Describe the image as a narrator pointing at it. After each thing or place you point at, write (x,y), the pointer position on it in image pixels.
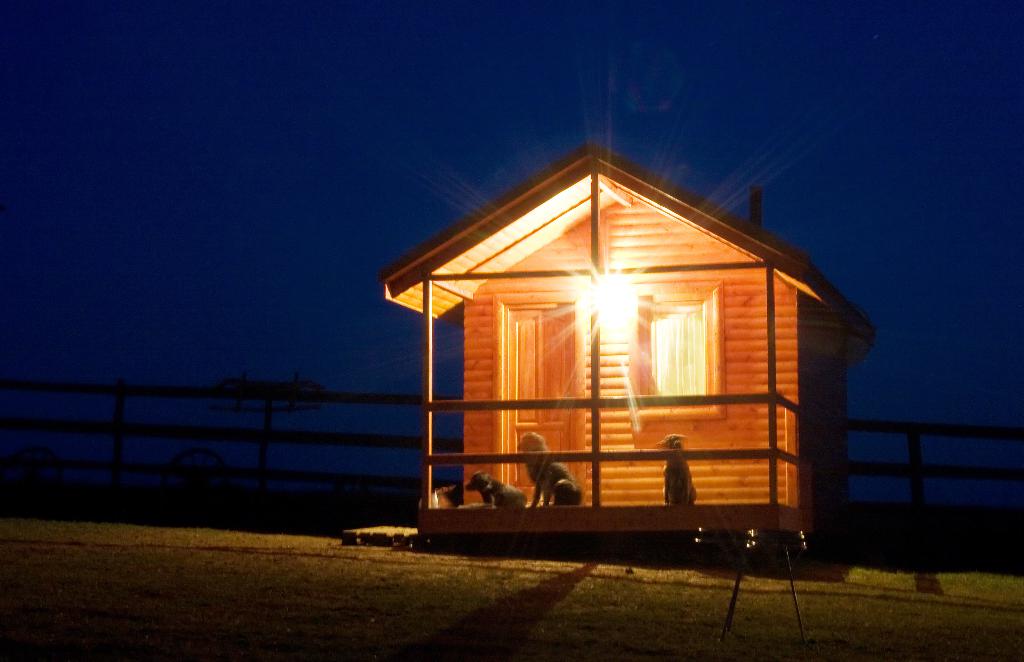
In the picture I can see a wooden house (712,309) and there is a light (597,298) attached to it and there are three dogs (541,473) in front of it and there is a fence (376,394) in the background (358,401).
